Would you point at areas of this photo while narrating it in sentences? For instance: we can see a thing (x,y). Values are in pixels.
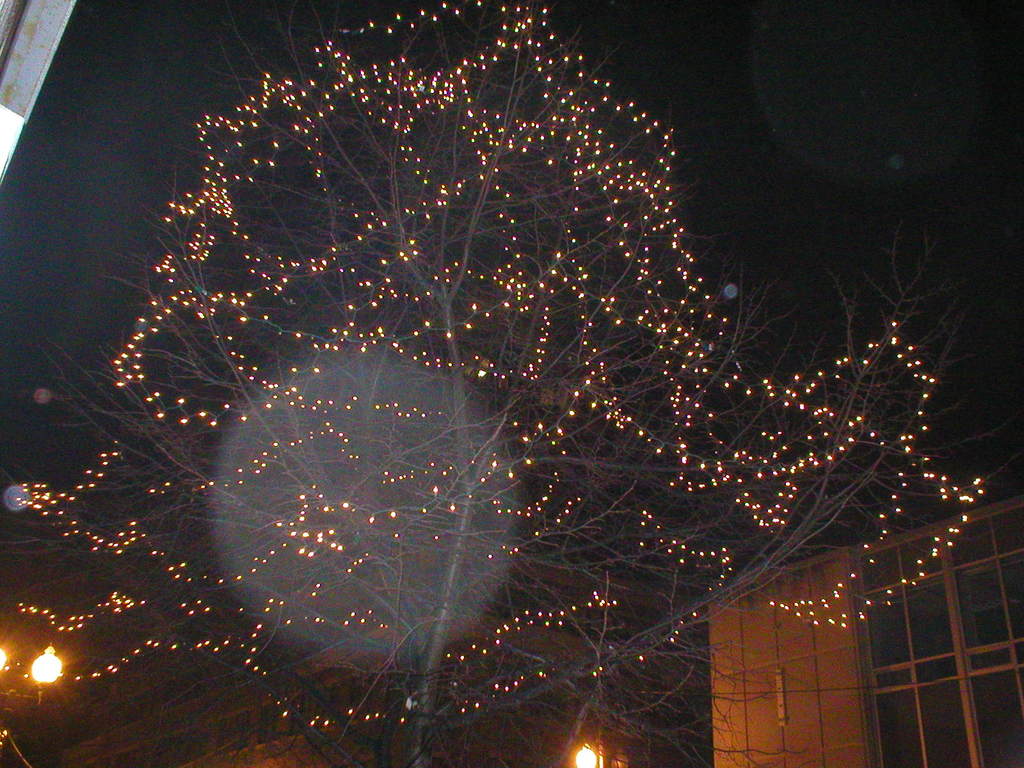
In this image I can see a tree (516,421), few lights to the tree (487,226), few street lights (40,659) and few buildings (61,16). In the background (107,80) I can see the dark sky (761,84).
